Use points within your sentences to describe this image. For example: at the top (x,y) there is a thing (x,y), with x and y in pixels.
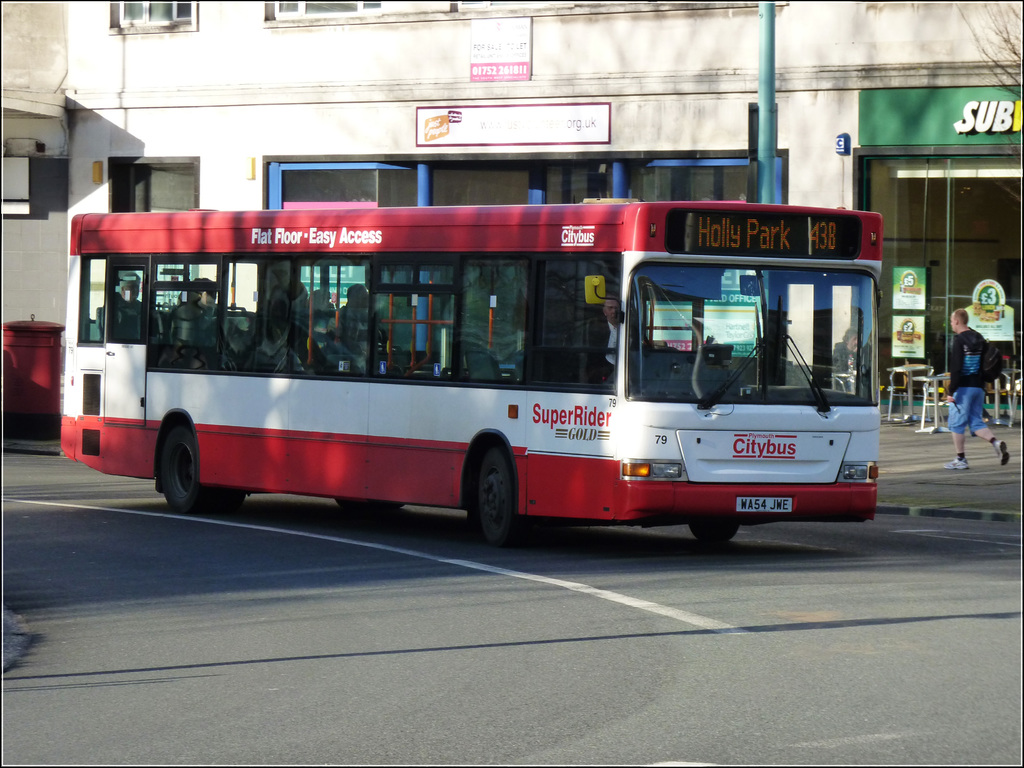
In this image I can see a bus (390,412) on the road (427,609). I can see some buildings (610,22) behind the bus (506,378). I can see a person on the right hand side of the image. I can see a shop (940,121) with some sign boards (1013,144) with some text (984,128).
